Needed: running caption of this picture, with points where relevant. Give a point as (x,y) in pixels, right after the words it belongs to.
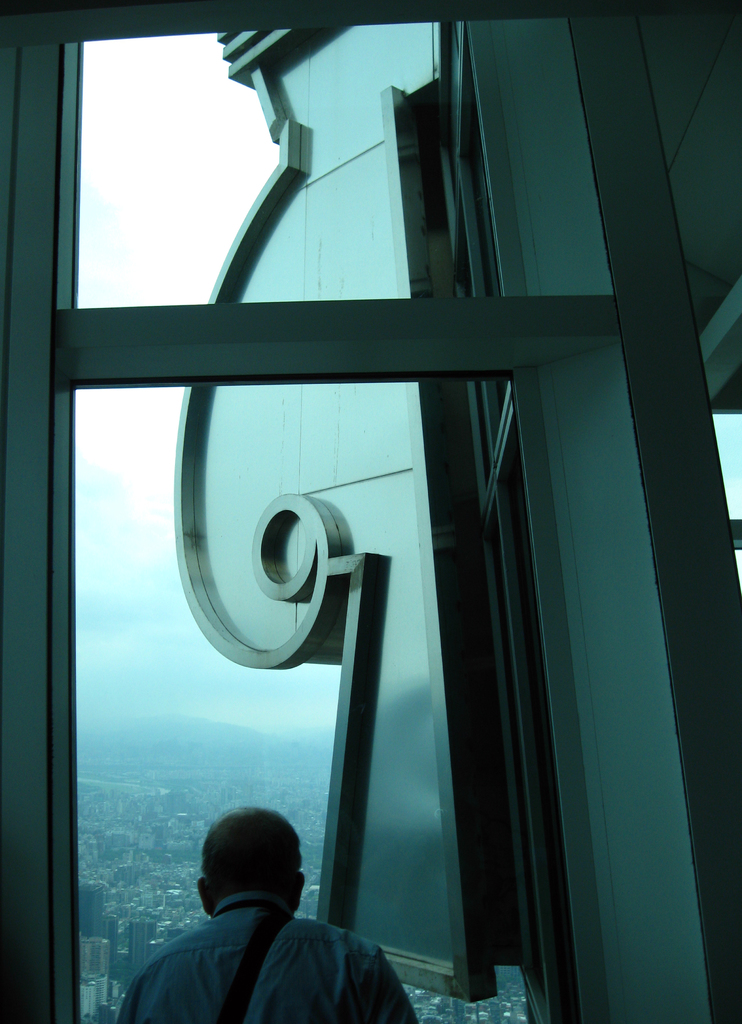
In this image there is a person (295,940). Before him there is a window (166,567). From the window (182,916) buildings (184,838) and hills (186,751) are visible. Top of the image (143,136) there is sky (160,206).
